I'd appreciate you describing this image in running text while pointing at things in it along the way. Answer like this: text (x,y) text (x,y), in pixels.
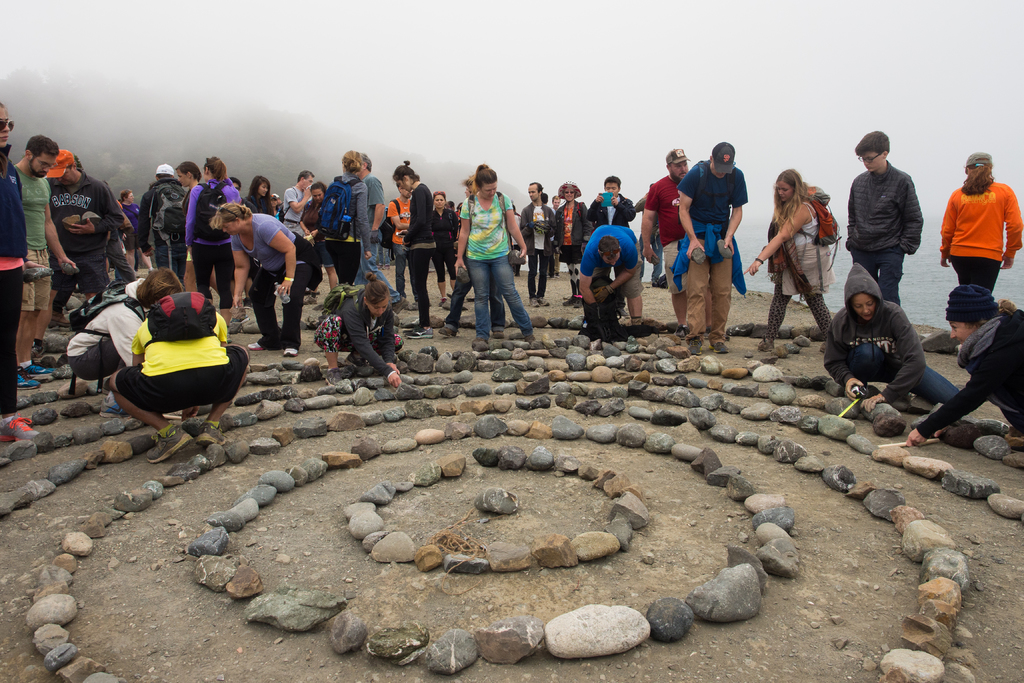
In the center of the image (430,314) there are people (901,211). At the bottom of the image (402,492) there are stones (911,630) on the surface (819,642). In the background of the image (528,135) there is fog (326,129).
